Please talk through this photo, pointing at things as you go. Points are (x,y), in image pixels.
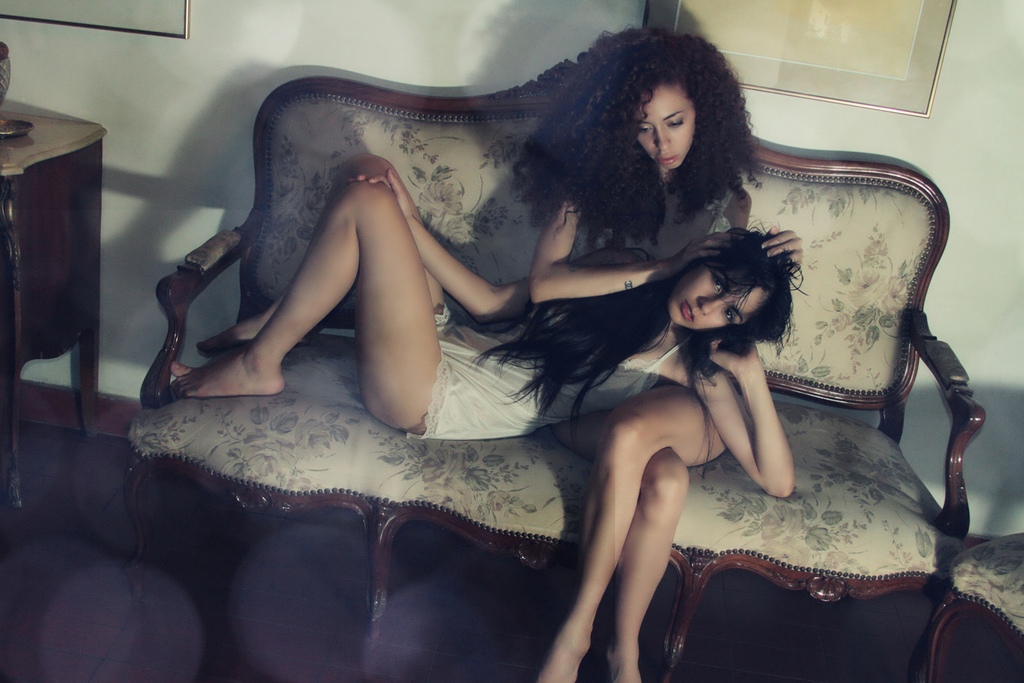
In the background (798,51) we can see frames (857,59) on a wall (1000,81). We can see two women (322,264) on the sofa (812,394). On the left side of the picture (100,234) we can see a table (36,120) and an object (7,65) on it.
